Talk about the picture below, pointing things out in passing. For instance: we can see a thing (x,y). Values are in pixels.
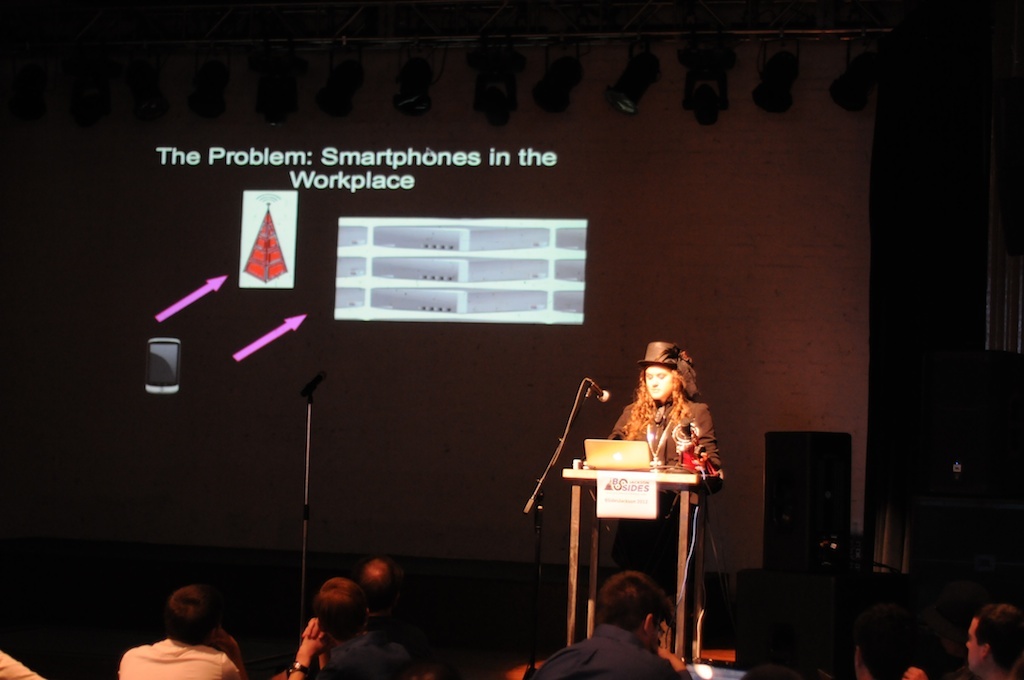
In this image I can see in the middle (622,439) a woman (702,451) is standing near the podium (654,472), she wore coat (692,416), hat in black color. At the bottom (192,613) few people (336,629) are looking at this image, there is a projected image (424,285) in the middle of an image (459,292).
